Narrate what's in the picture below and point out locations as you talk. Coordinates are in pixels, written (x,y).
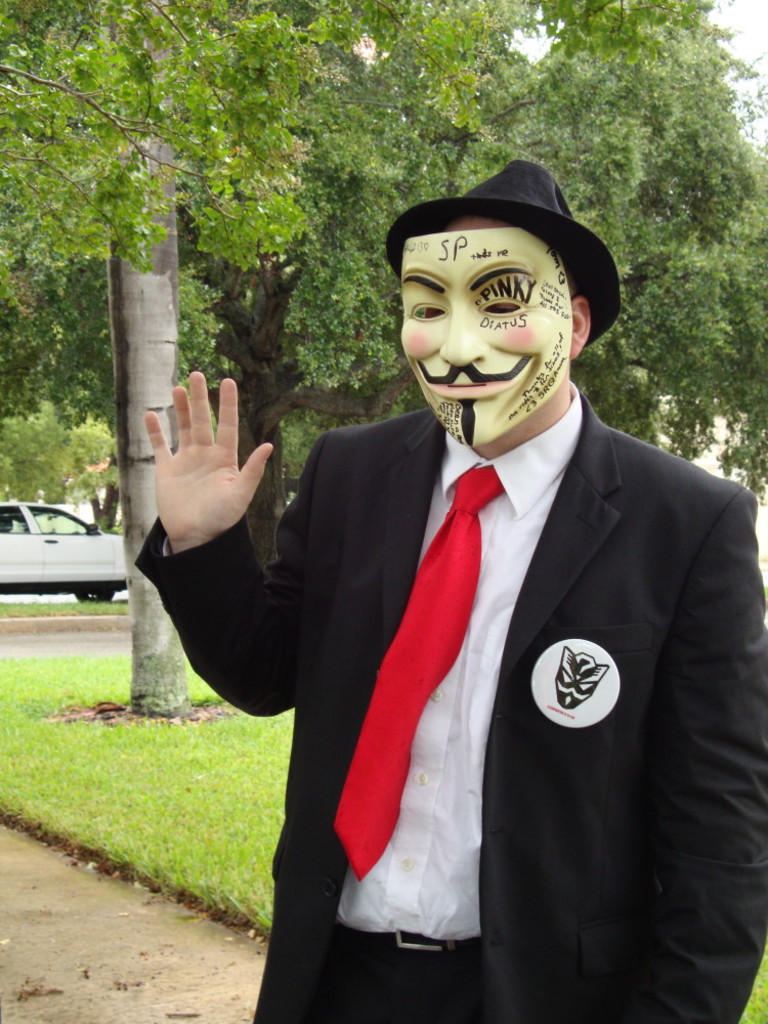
In the foreground of the picture (393,505) we can see a person (491,420) wearing mask (471,334). In the middle of the picture (267,490) there are trees (46,403), car (7,570), grass (20,671) and path (16,646). In the top right corner (755,51) we can see sky (749,26).
